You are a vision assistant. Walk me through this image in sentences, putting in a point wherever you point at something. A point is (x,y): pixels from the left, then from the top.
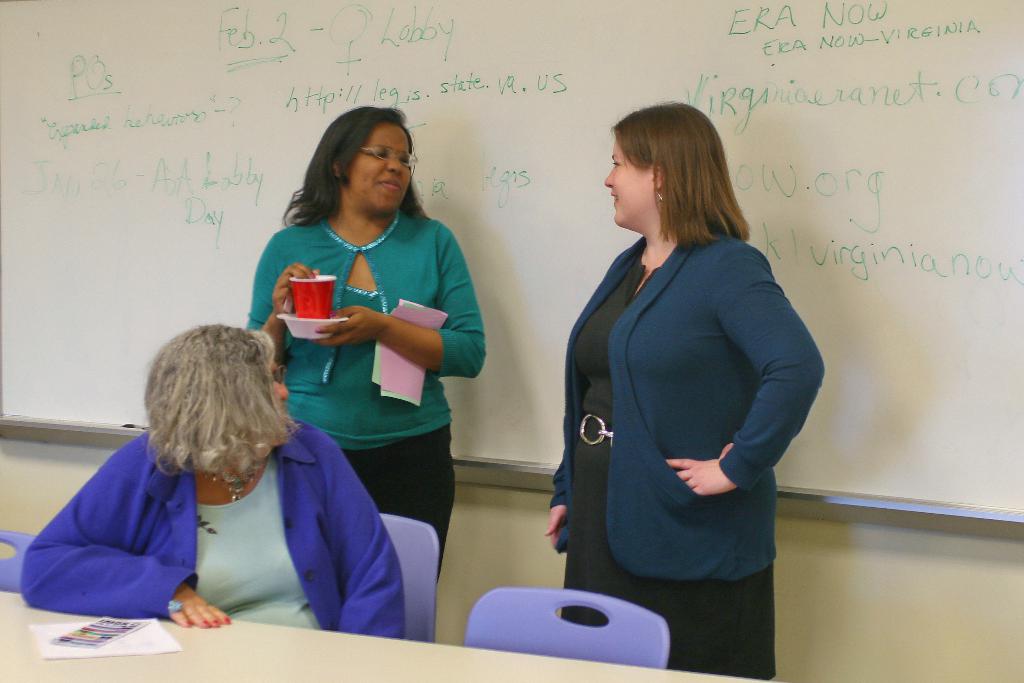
In the foreground of the picture (274,559) there are women (99,567), table (100,660), book (92,640), paper (121,646) and chairs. In the background (378,56) it is board (929,160).
